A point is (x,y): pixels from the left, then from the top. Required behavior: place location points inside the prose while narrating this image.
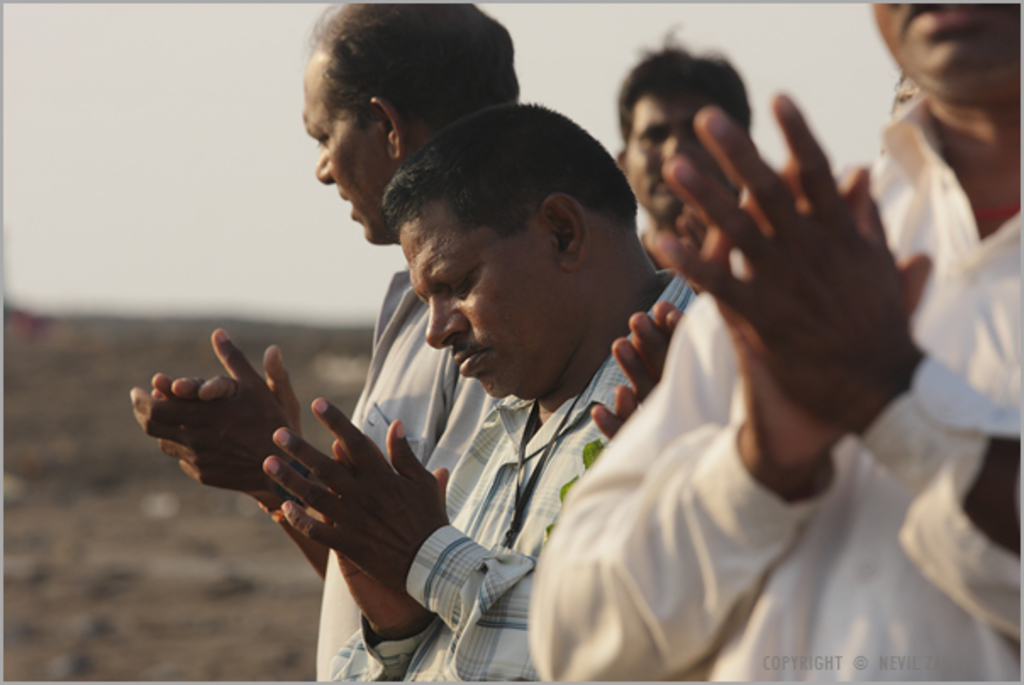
In this image we can see few people (750,440). In the background (153,481) it is blur.
